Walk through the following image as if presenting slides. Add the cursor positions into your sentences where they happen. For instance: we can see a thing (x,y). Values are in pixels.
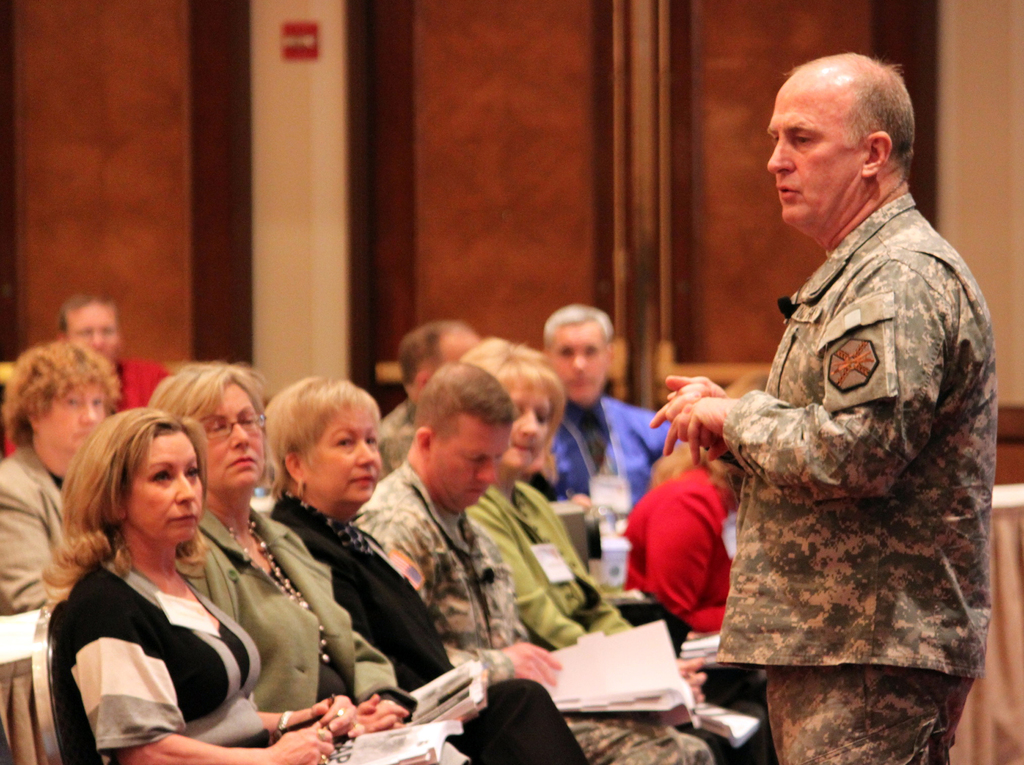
In this image we can see a few persons (602,324) sitting on the chairs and they are holding the books (456,668) in their hands (386,727). Here we can see a man (783,496) on the right side (770,455) and looks like he is speaking.
